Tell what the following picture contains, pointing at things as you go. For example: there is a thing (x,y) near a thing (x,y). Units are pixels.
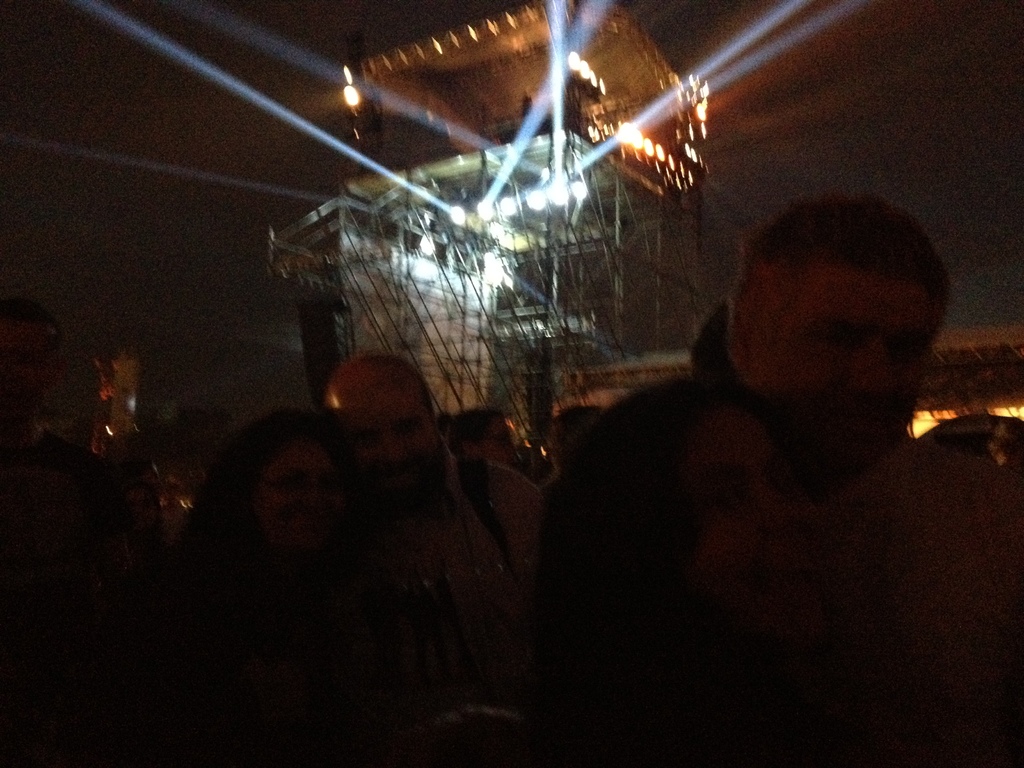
In this image there are group of persons (584,521). In the background (447,255) there are lights (482,220) and there is a tower (503,290).
